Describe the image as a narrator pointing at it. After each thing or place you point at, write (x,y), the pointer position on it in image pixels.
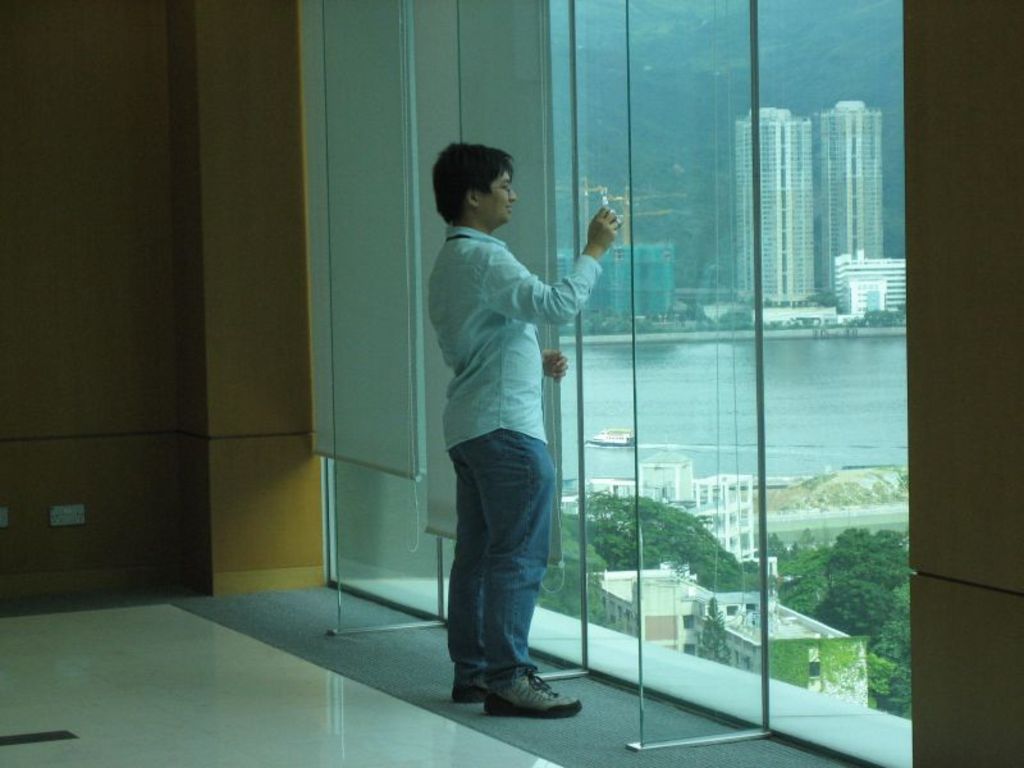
As we can see in the image there is a wall (214,31), a man (458,555) wearing white color shirt (485,307) and outside the window (725,506) there are trees (841,579), water (714,401), boat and buildings (662,271).
